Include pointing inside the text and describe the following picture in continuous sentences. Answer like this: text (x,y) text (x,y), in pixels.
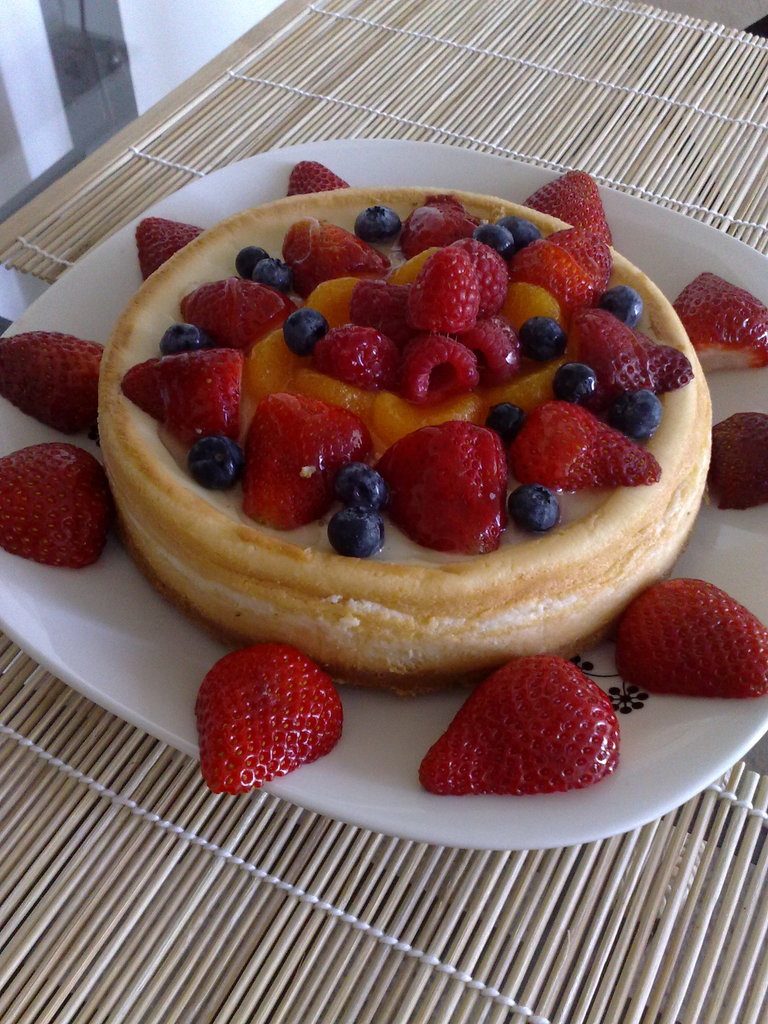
In this image we can see the cheesecake (368,588) with strawberries (253,757) is kept on the white color plate (8,588) which is placed on the wooden surface (199,119).
